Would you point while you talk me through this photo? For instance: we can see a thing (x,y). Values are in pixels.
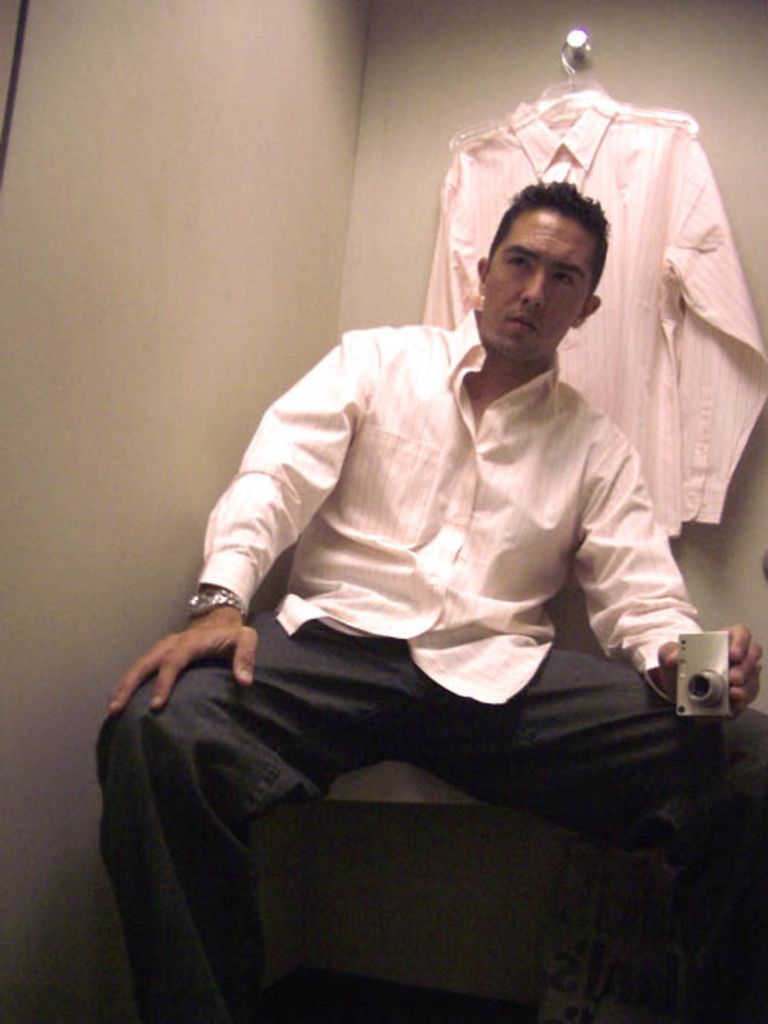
In the image there is a man (603,626) sitting and holding a camera (687,668), behind him there is a shirt (567,179) hanged to a rod (571,59) and in the background (440,26) there is a wall (51,305).
